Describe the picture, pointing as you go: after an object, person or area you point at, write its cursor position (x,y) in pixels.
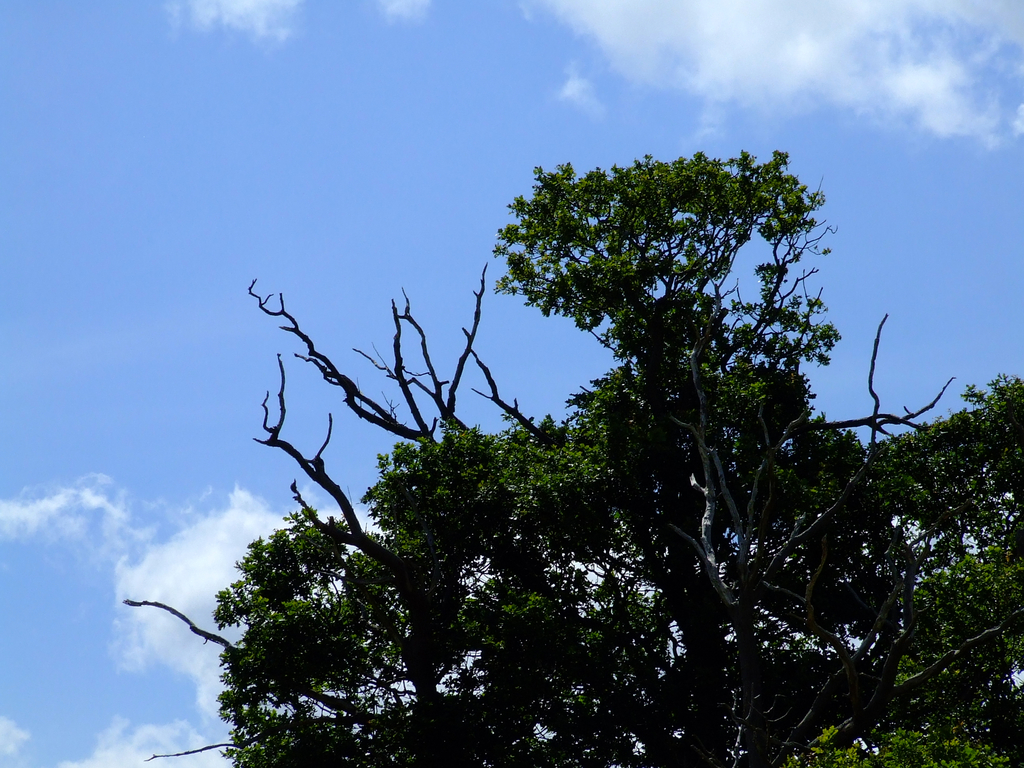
In this image there are trees (430,568) with branches (385,566) and leaves (555,562), at the top of the image (545,129) there are clouds (665,68) in the sky (295,249).
